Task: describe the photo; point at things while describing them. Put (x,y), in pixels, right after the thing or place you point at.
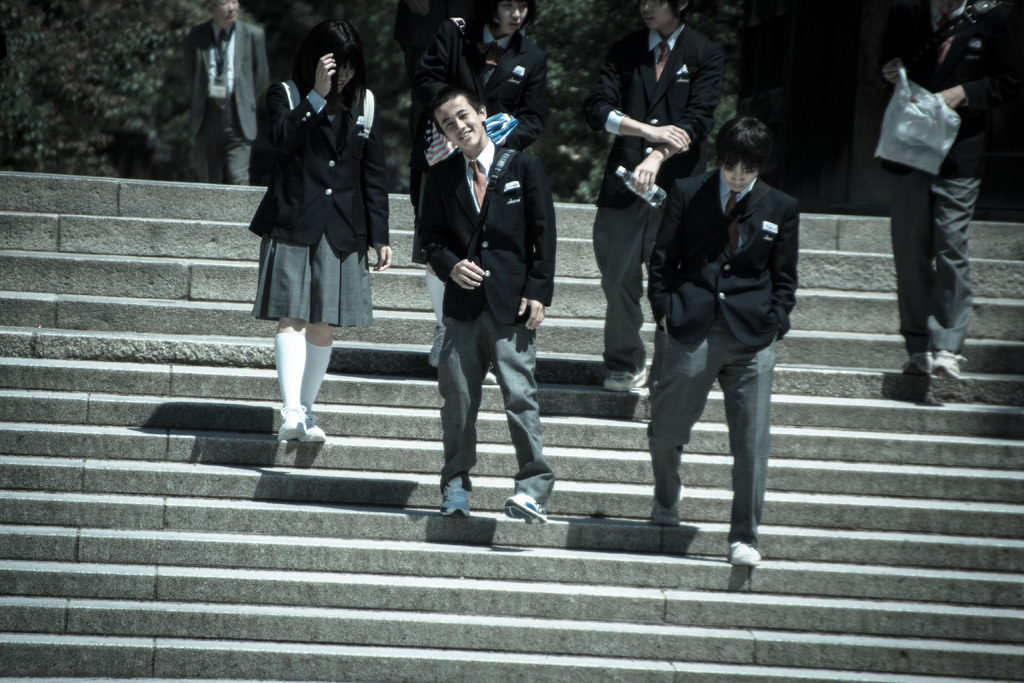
In this picture there are group of people (954,201) on the staircase (99,265). At the back (209,103) there are trees (35,94) and there is a person (199,75) walking.
